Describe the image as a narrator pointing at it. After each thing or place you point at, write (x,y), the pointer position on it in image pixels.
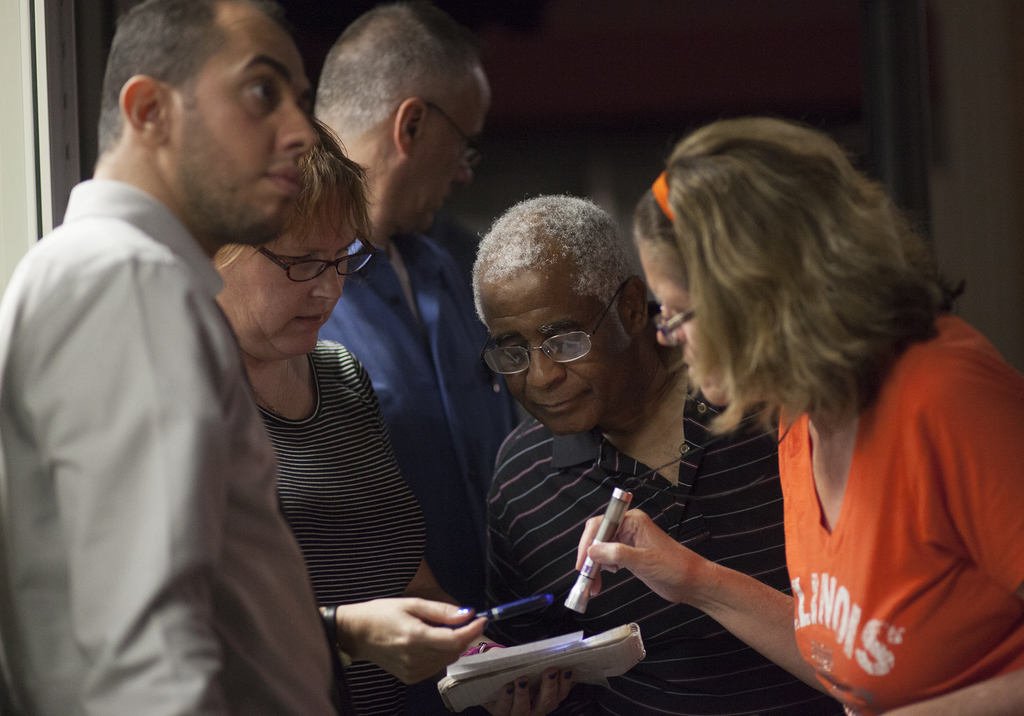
Here we can see five persons (475,491) and they have spectacles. She is holding a pen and a book (543,649) with her hands (466,630). There is a dark background (621,97).
